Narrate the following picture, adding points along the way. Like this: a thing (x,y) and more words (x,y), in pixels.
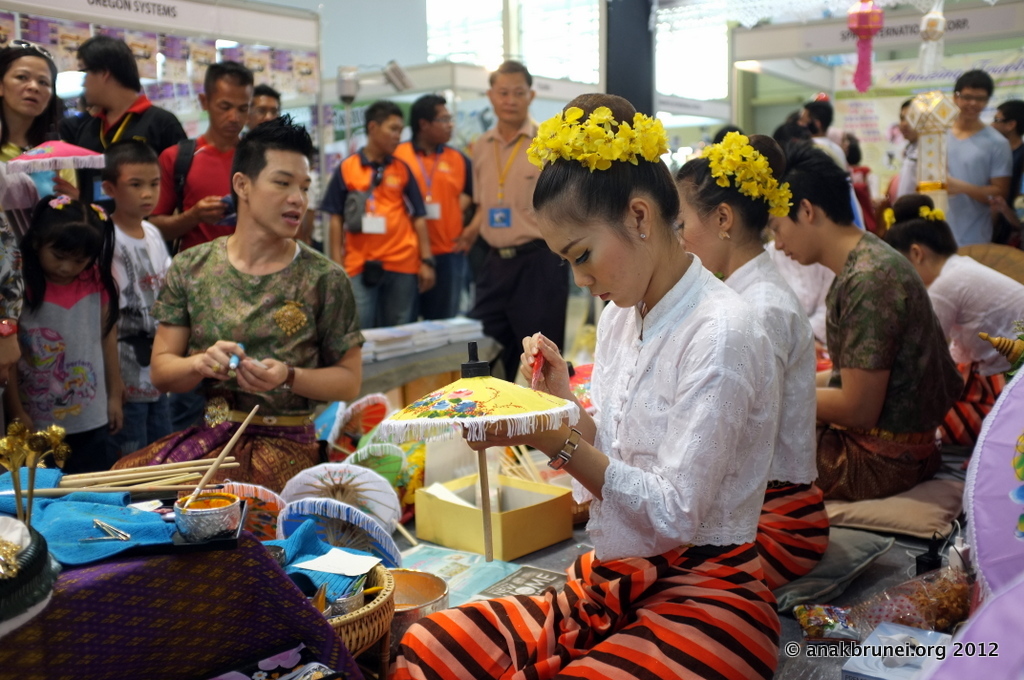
In this image, we can see a group of people (530,376). Few people (517,344) are standing and sitting. Few people (955,370) are holding some objects (531,408). Here we can see box (505,516), small umbrellas (322,468), sticks (181,486). Top of the image (351,40), we can see wall (363,35), few stalls (903,61), decorative items (864,65). Right side (844,647) bottom corner, there is a watermark (871,649) in the image.
